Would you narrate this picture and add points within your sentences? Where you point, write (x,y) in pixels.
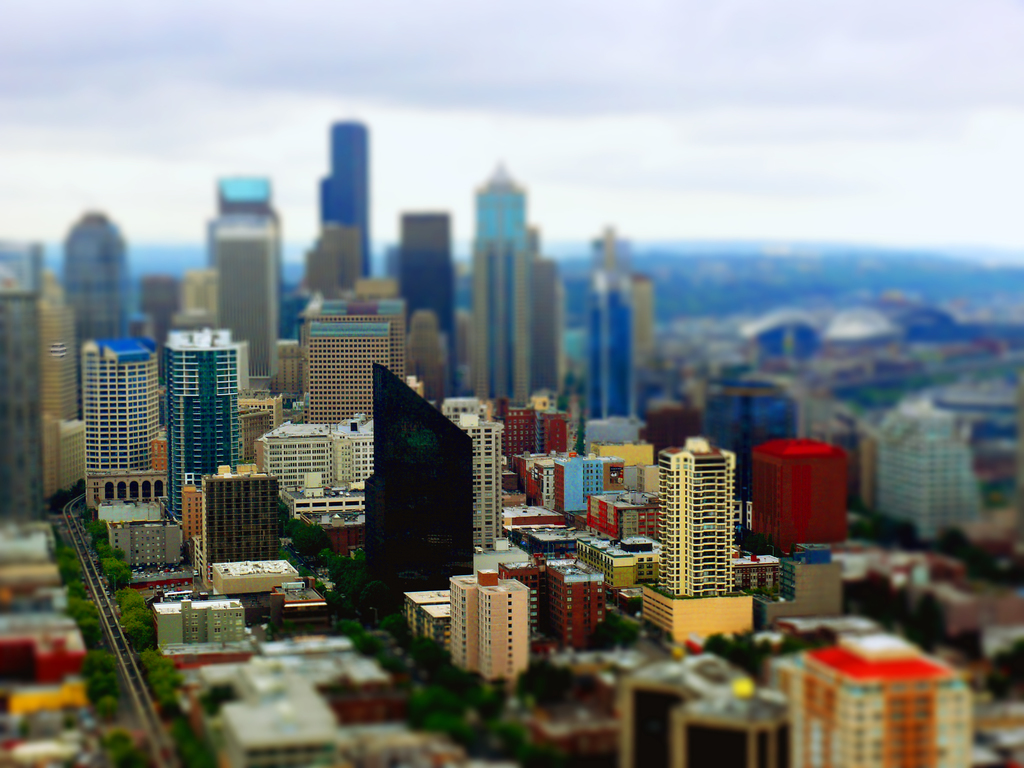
In this image we can see buildings (110,464), objects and trees (995,578). In the background (563,268) the image is blur but we can see buildings (832,329) and clouds (569,199) in the sky (502,49).
